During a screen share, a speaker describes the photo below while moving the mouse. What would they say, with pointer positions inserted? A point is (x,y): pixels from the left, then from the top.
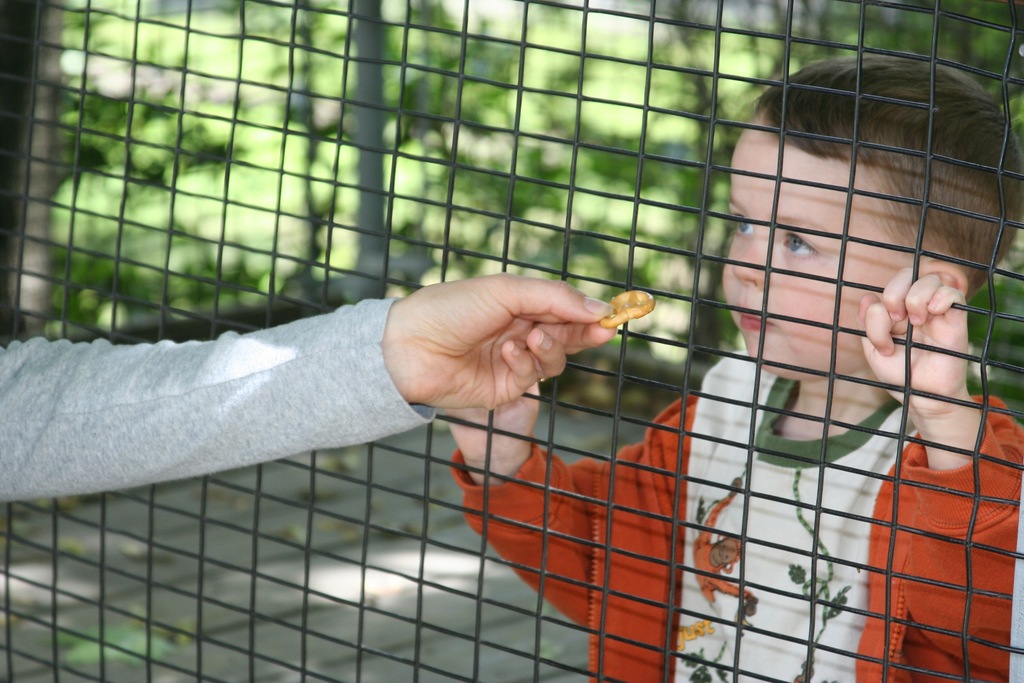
This is a boy (798,482) standing. He wore a jerkin (655,527) and T-shirt (726,472). I can see a person's hand (393,371) holding a biscuit (616,322). This looks like a fencing sheet (344,142).
